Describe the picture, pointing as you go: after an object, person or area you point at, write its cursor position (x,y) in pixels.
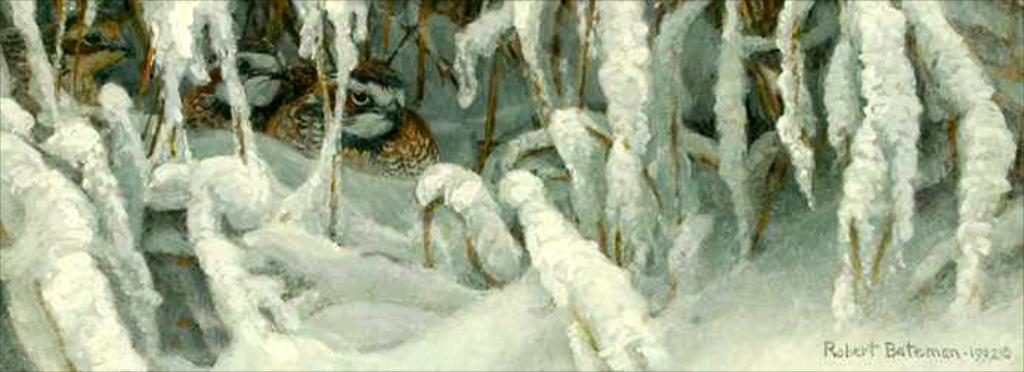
It looks like an edited image, we can see there are birds (89,55) and in front of the birds (321,101) there is the snow (963,335). On the image there is a watermark (944,354).
